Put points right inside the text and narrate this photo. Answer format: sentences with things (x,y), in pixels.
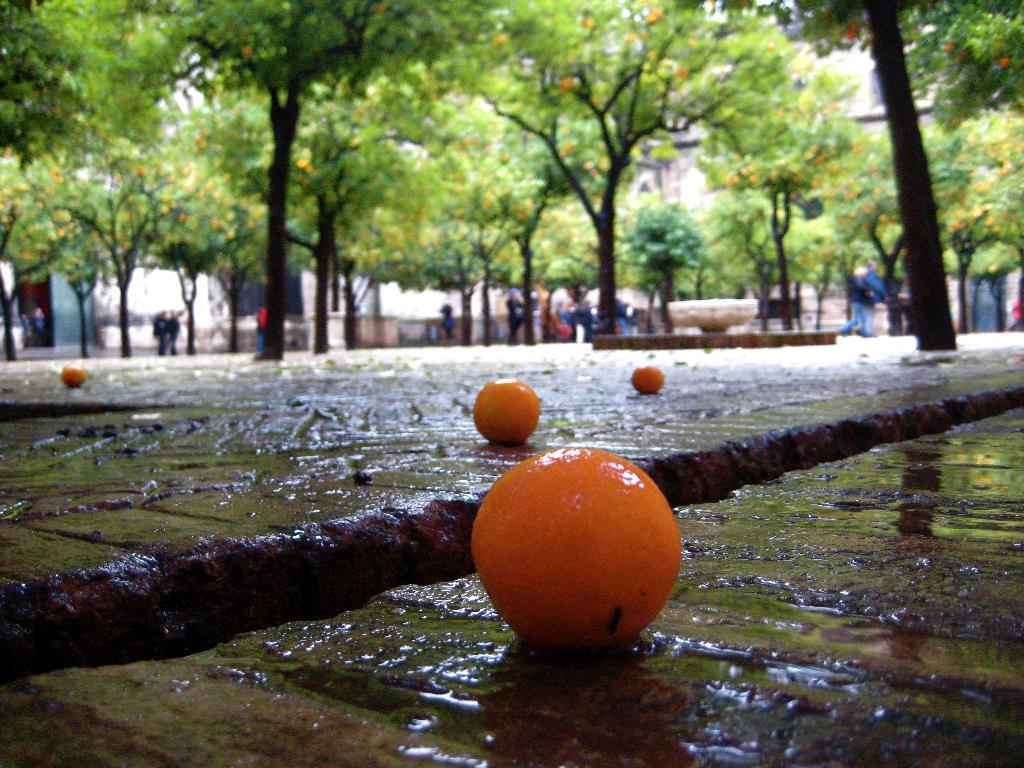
In this picture we can see oranges (656,571) and water (715,400) on the ground (301,709), fountain (732,320), trees (743,71), building (653,189) and a group of people (589,314) standing.
